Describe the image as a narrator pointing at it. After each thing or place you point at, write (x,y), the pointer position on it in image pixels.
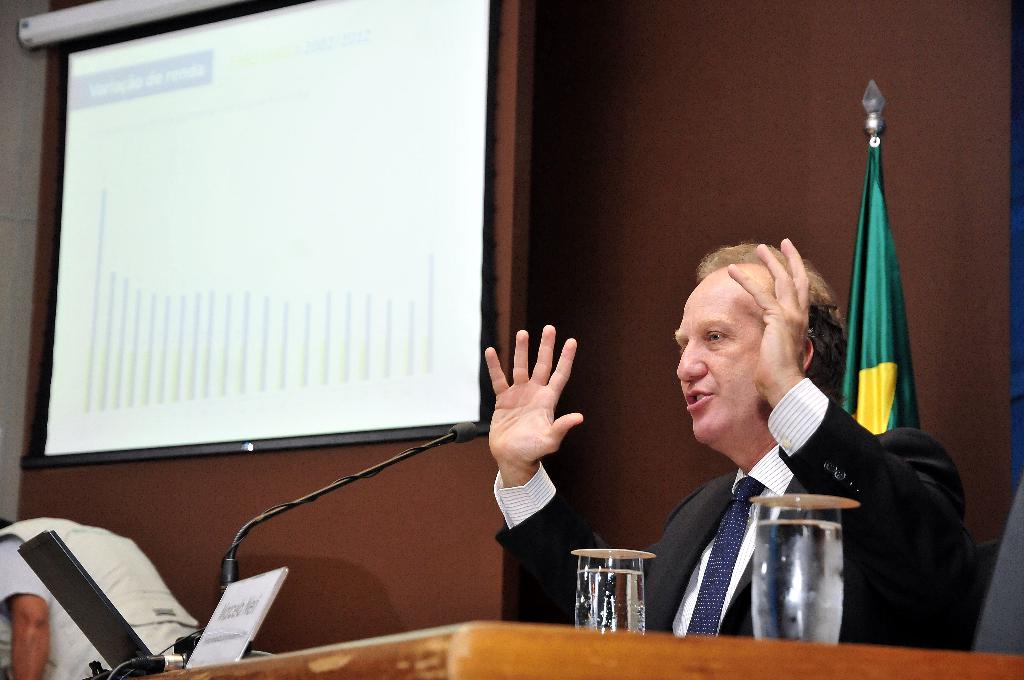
In the front of the image (553,581) we can see a person (752,492) and table (277,654). Above the table (307,661) there is a name board (243,591), mic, glasses (776,605), laptop (93,632) and cables (190,636). In the background (420,523) we can see wall (603,171), screen (431,188), person (34,532) and flag (869,362).
